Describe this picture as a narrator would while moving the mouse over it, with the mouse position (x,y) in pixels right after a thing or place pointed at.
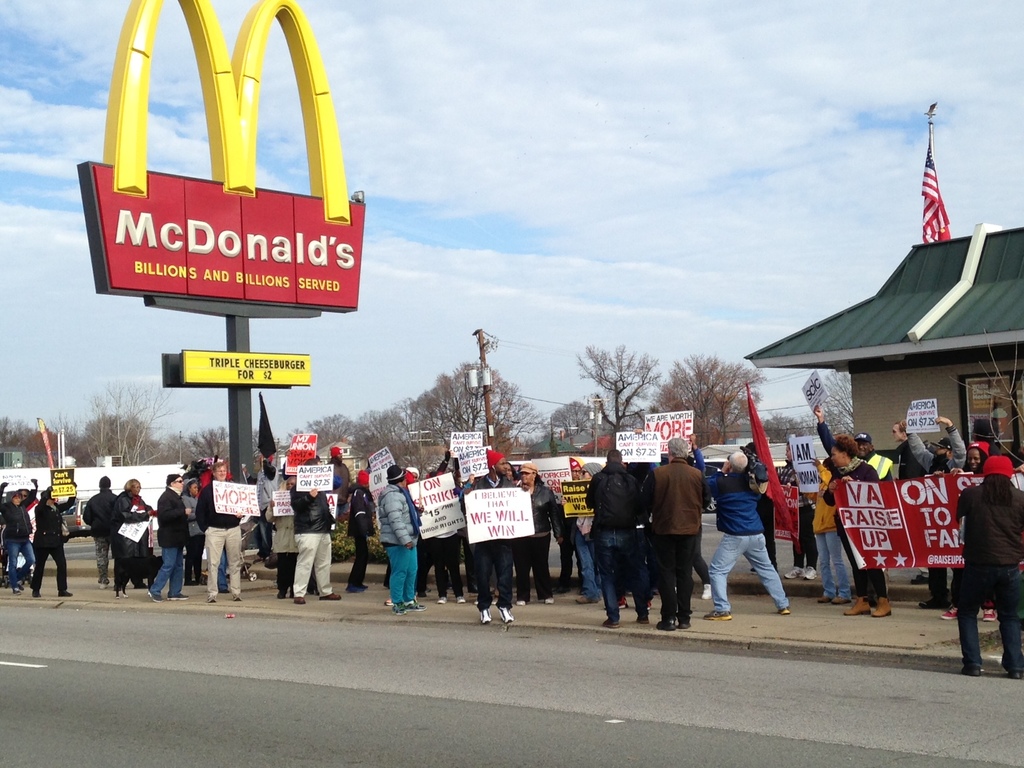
In this image, at the bottom (683,568) there are many people (482,587), some are holding banners (783,536), some are holding posters (527,506), charts (433,506). At the bottom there is a road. In the background (237,369) there are trees (987,344), house (935,311), flag (928,196), poles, text board (199,247), logo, sky (612,254) and clouds (685,221).
